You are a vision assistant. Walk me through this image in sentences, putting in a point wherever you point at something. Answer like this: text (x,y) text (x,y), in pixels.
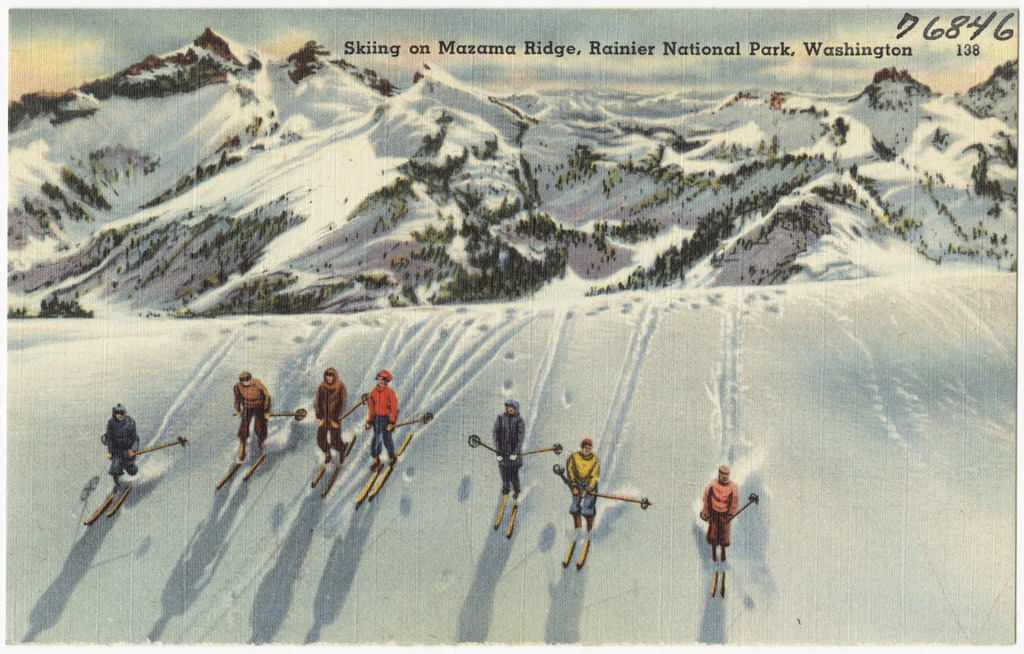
This is the painting image in which there are persons (335,425) skiing on snow (254,370) and there are mountains (386,161) and there are some texts (727,54) written on the top of the image (375,51).
